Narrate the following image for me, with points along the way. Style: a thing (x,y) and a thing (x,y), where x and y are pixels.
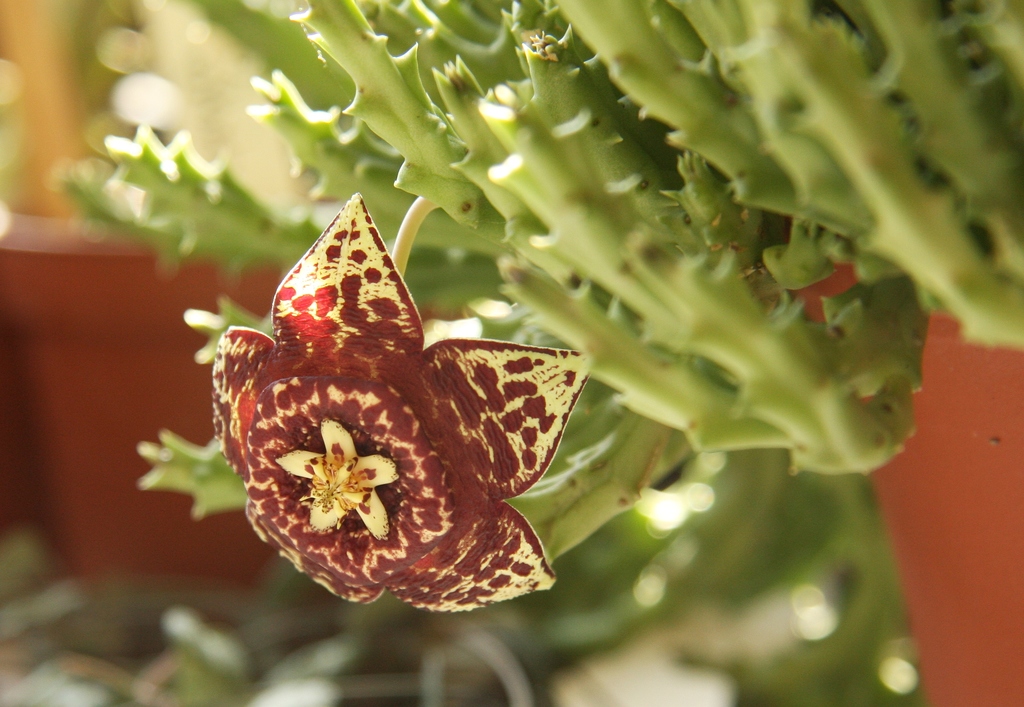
In the center of the image (367,354) we can see flower (373,471) to a plant (535,490). In the background (555,475) we can see house plant (642,301).
